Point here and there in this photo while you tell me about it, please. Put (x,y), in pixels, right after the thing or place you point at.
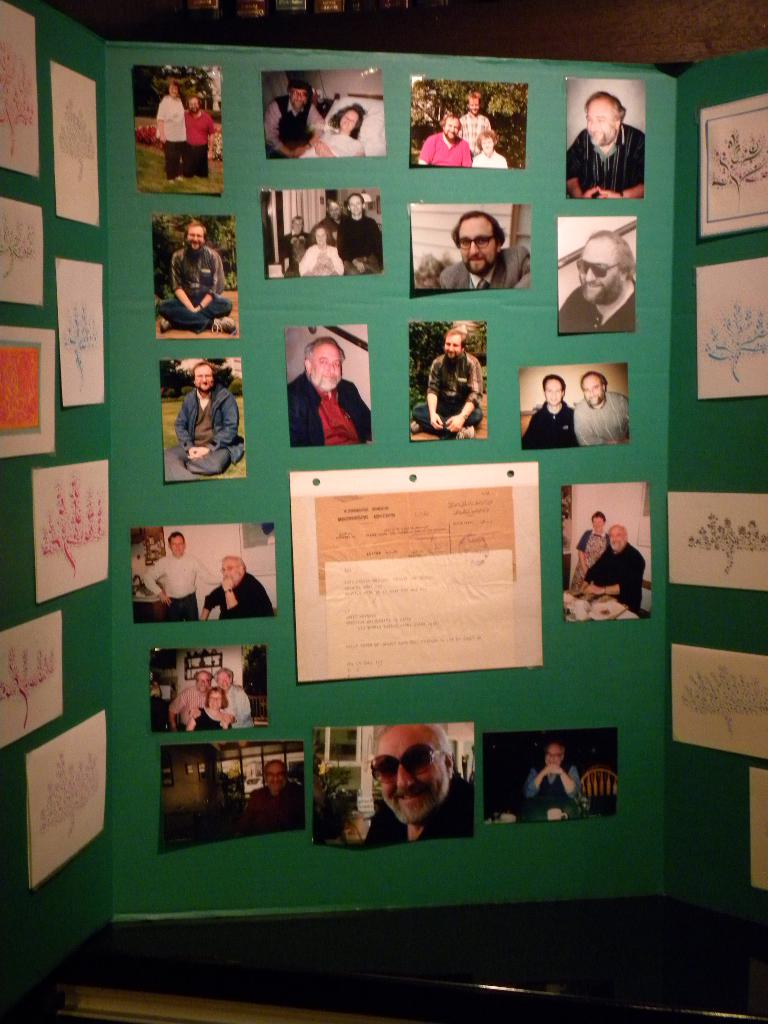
In this image there are photos (374,70), papers (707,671) and cards (752,381) with designs (15,84) on it are stick to the green color card (272,383), which is on the table (376,973).
